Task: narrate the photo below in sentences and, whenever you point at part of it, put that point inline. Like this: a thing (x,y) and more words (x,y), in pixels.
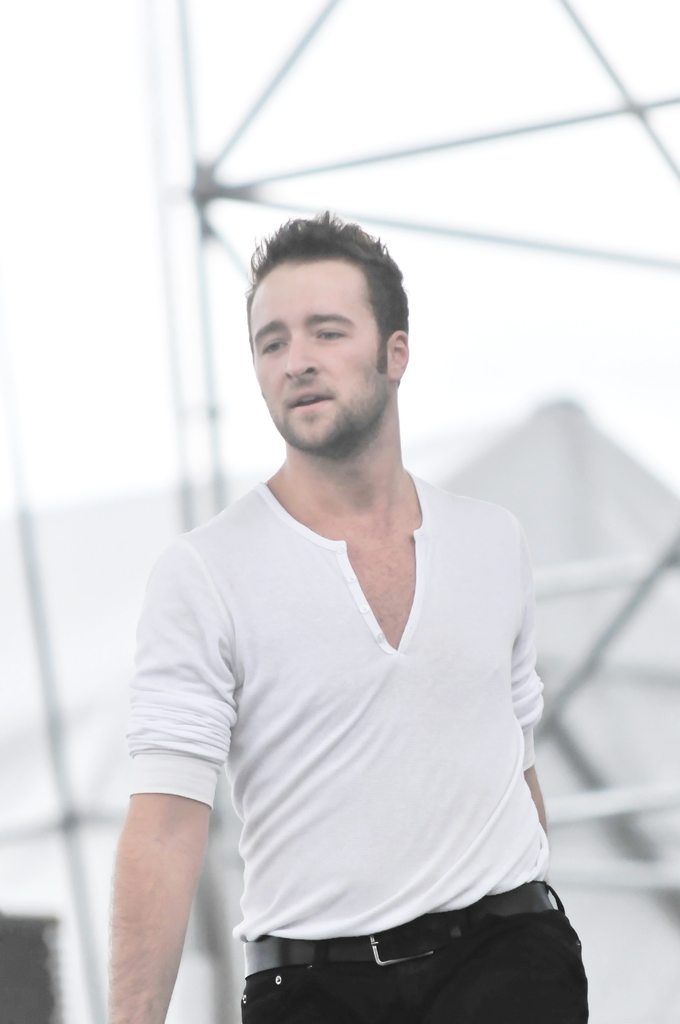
In this image in the center (447,602) there is one man (349,641) who is standing, and in the background (572,801) there are some towers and a tent (628,925).
